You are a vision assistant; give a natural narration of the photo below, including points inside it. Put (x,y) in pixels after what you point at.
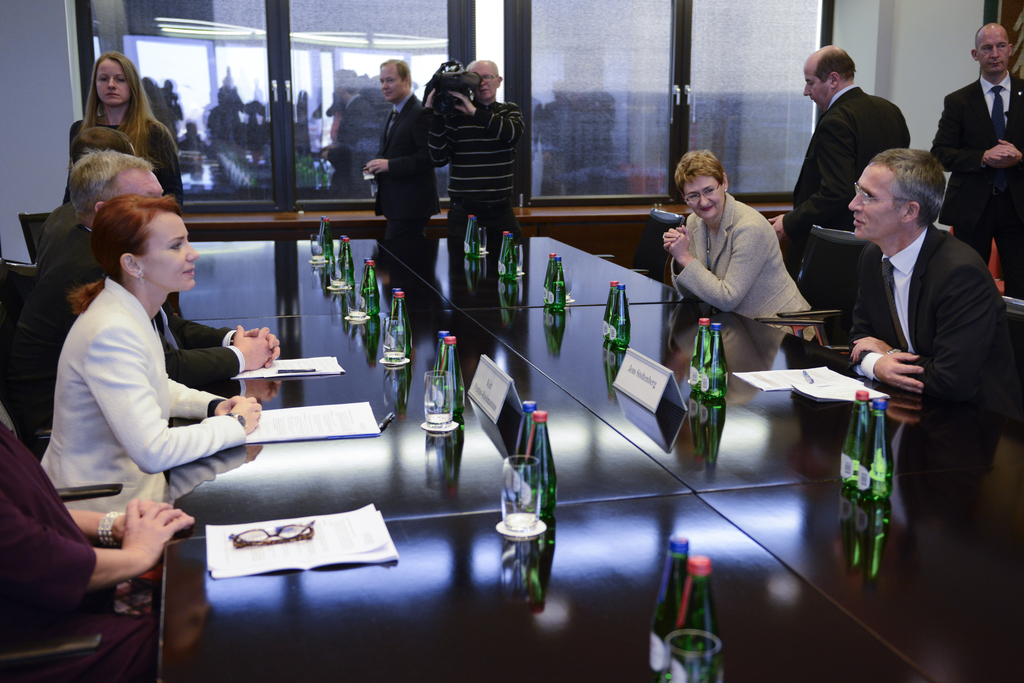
There are some people (88,318) sitting in the chairs (857,299) around a table (619,398) on which name plates (645,394), water bottles (704,362) and some papers (320,517) were there. In the background (425,125) there are some people (510,118) standing. We can observe a windows (432,38) here.
